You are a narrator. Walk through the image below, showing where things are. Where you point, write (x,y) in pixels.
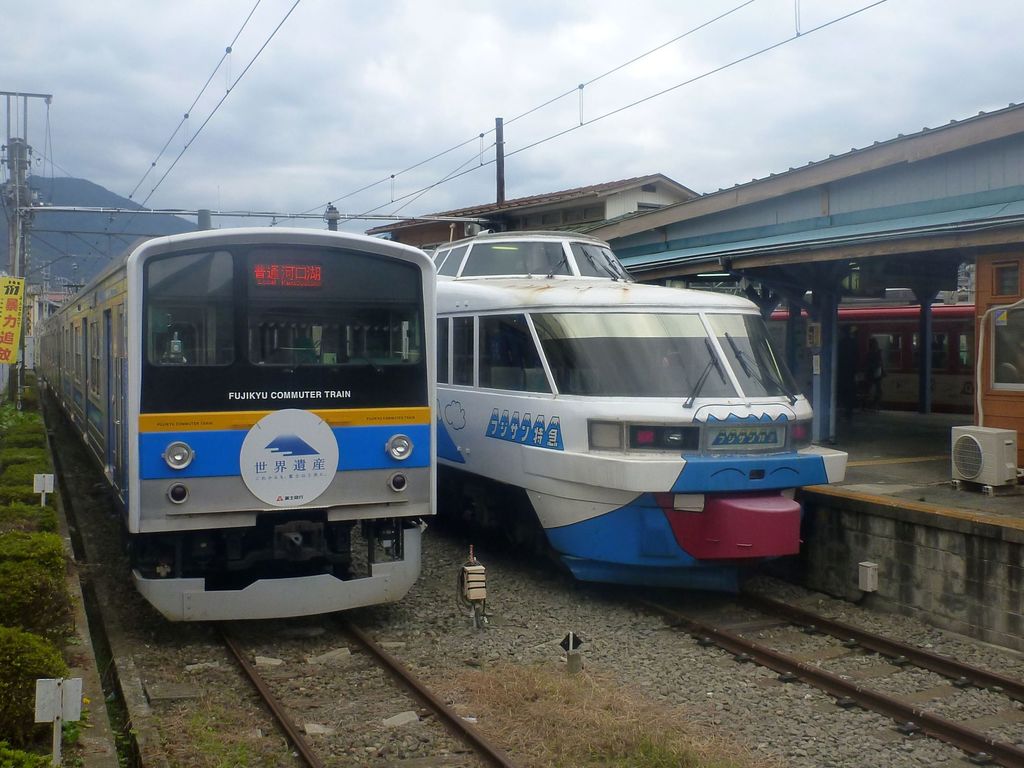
In this image I can see two trains (755,378) on the track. On both sides I can see the poles (797,335). To the right (808,325) I can see the platform (881,440), shed (682,254) and the house (533,214). I can also see an another train (805,351). In the background (87,244) I can see the mountains (68,186), clouds (428,125) and the sky (440,93).
